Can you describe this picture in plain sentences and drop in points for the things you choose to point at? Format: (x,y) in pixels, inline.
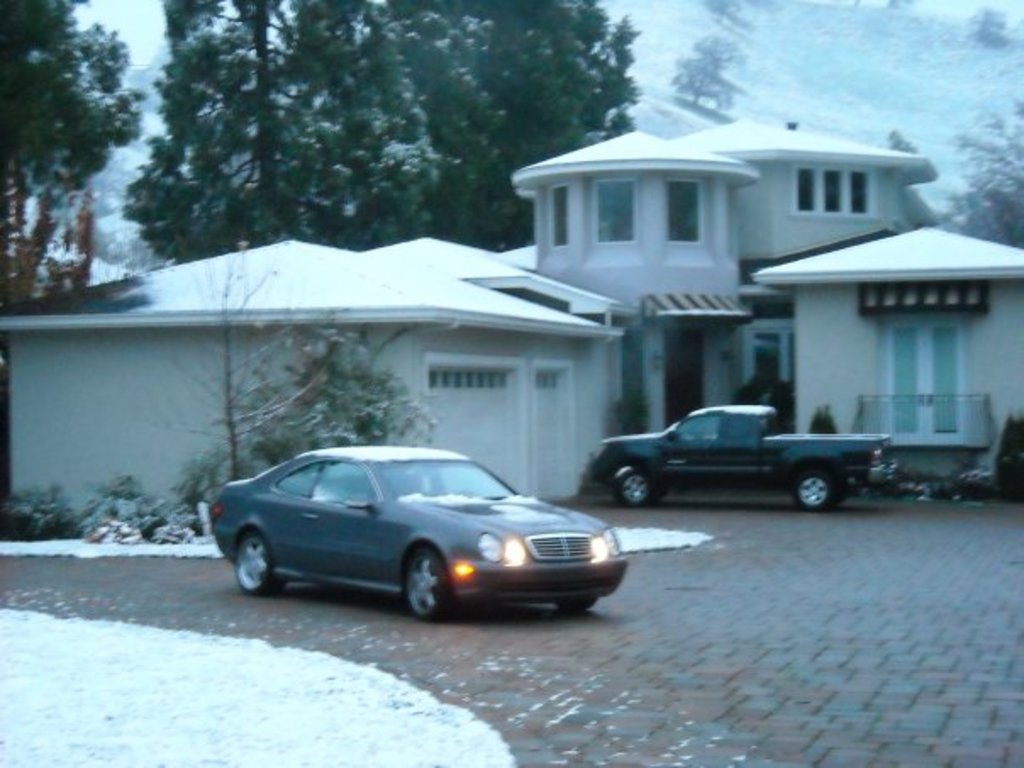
In this picture I can observe a car (326,533) moving in the middle of the picture (367,484). I can observe some snow (130,669) in this picture. There is a house (597,320) in the middle of the picture (521,364). In the background (473,148) there are trees (338,90).
